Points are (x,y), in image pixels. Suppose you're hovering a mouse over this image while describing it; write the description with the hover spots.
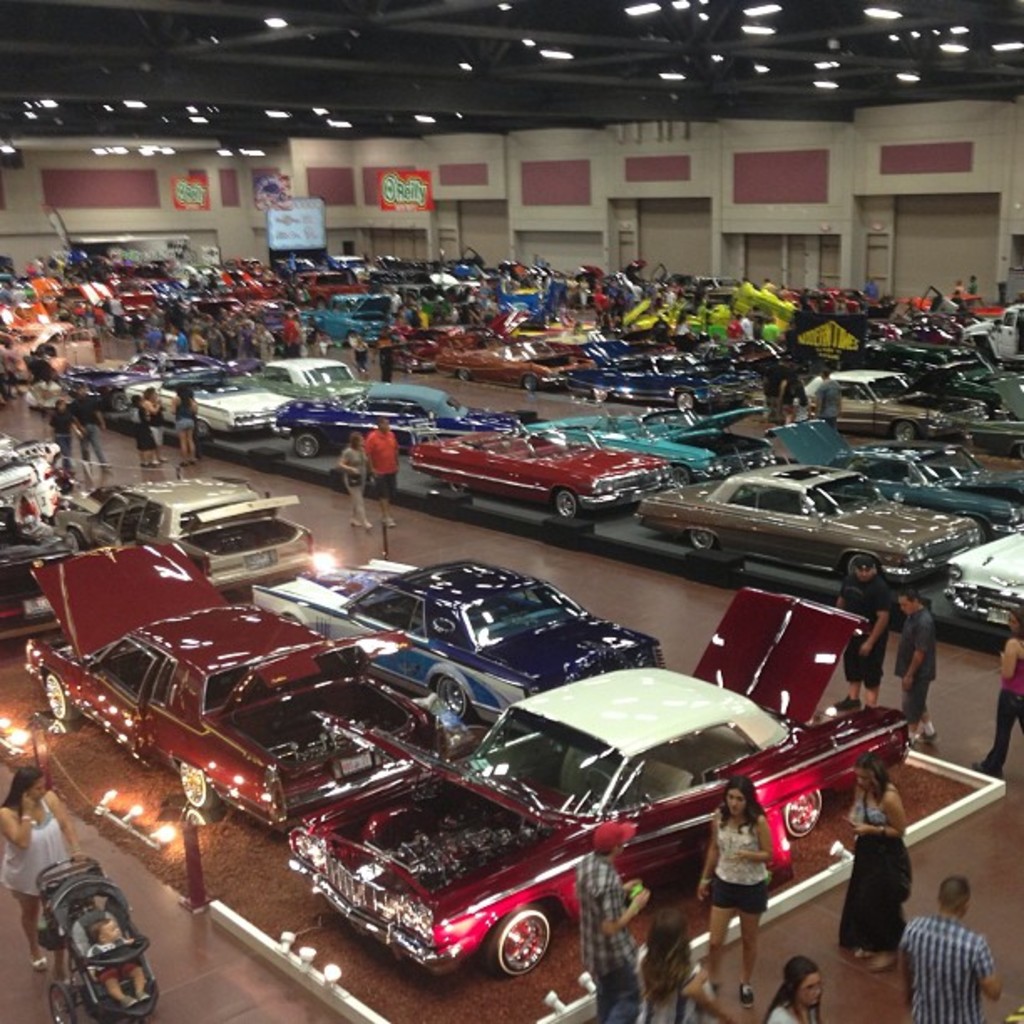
In this image I can see few cars (549,281) and I can also see few persons (786,1023), some are standing and some are walking. Background (600,253) I can see few banners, lights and the wall (93,226) is in cream and maroon color.
